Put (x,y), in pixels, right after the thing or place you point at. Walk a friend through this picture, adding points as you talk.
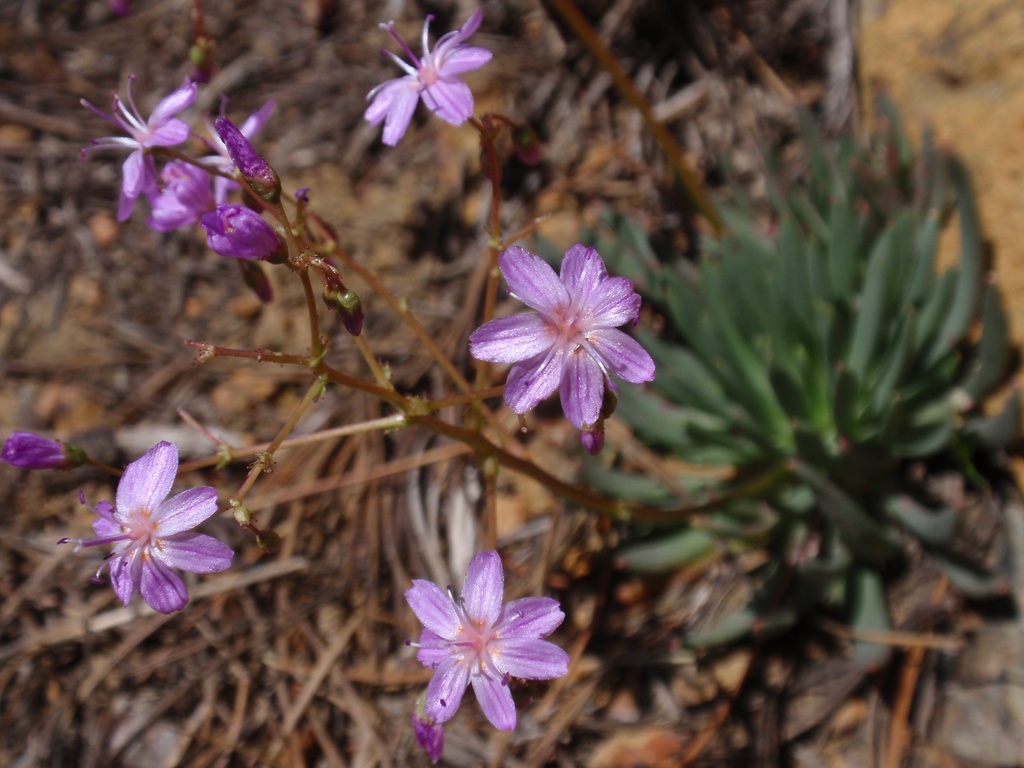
In this image we can see some plants (719,336) and flowers (598,360) which are in purple color, also we can see some wood (317,457).
